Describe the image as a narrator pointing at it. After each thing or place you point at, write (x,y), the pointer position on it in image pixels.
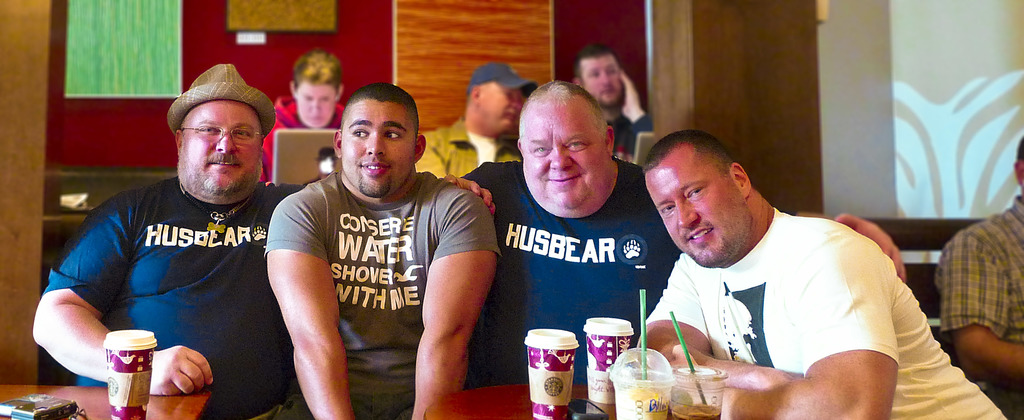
In the image in the center (568,183), we can see four persons (836,336) are sitting and they are smiling. In front of them, we can see tables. On the tables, we can see glasses (632,412), phones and a few other objects (149,359). In the background (439,104) there is a wall (373,54), screen (936,211), frames (127,28), laptops (649,144) and few people (952,302) are sitting.
